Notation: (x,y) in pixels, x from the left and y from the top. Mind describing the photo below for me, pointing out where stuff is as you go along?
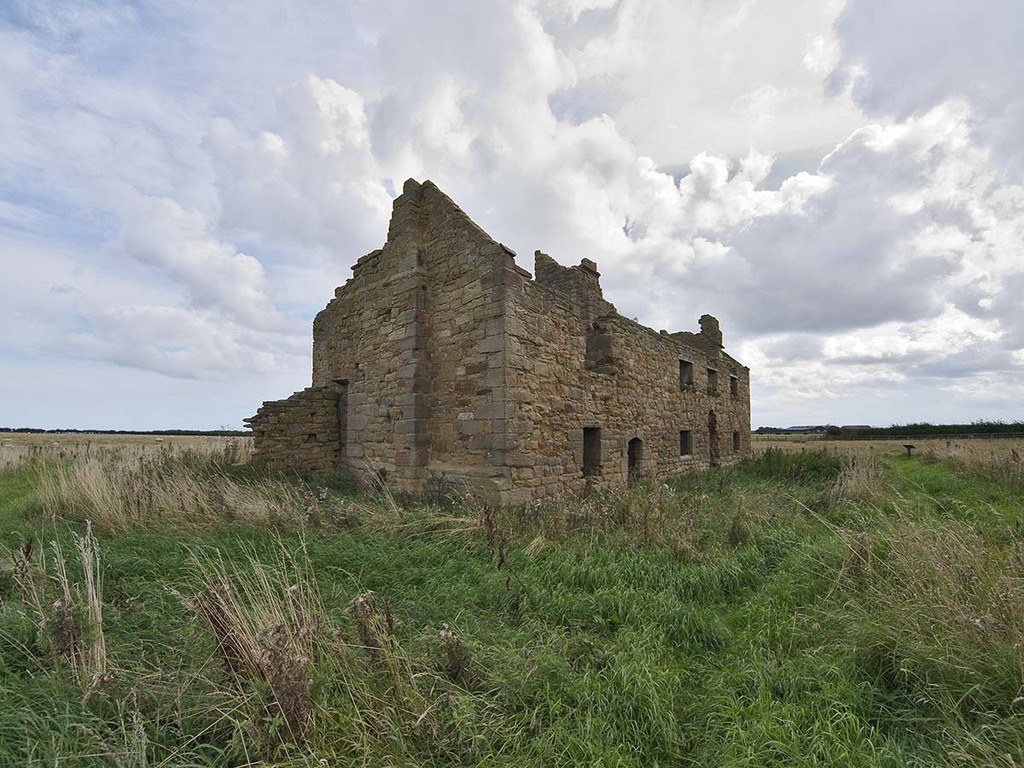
In this image there is a field (606,510), in the middle of the field (285,496) there is a fort (602,330), in the background (940,361) there is cloudy sky (898,187).
